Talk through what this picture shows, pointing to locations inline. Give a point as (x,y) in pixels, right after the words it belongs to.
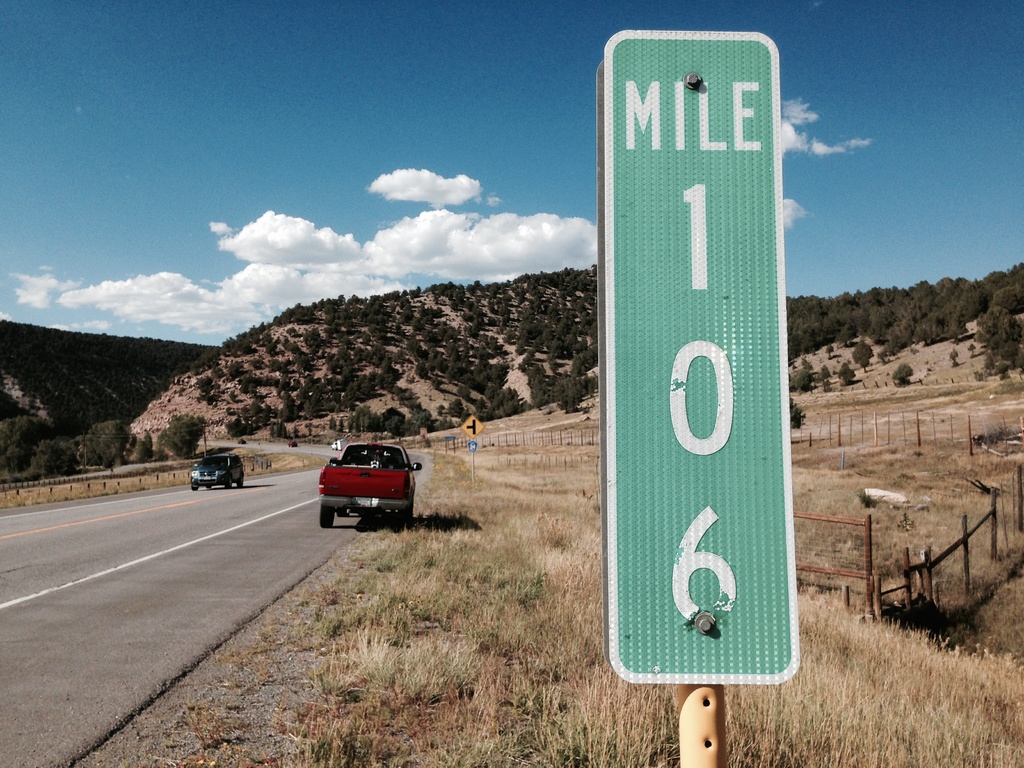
In this image I can see in the middle (609,295) there is a board (774,383) in green color. On the left side (274,548) few cars (207,470) are moving on the road (283,557), at the back side (392,362) there are trees (446,368). At the top (406,117) it is the sky (374,139), on the right side (937,560) there is an iron fence (852,557).
